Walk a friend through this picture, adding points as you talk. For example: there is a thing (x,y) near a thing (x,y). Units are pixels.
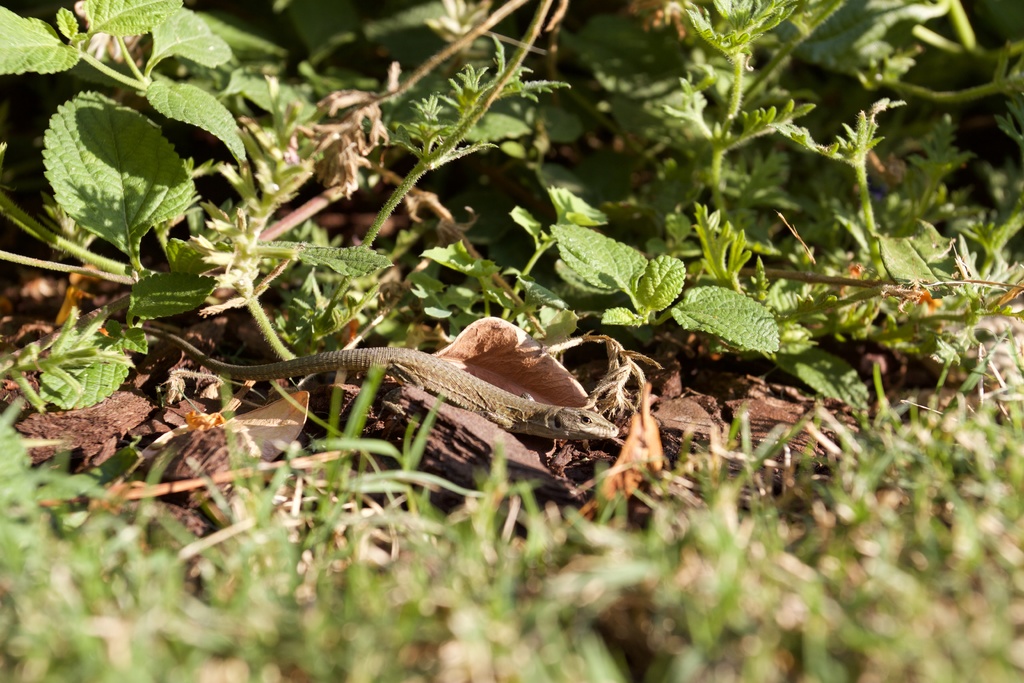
There are small herbs (803,180) and in between them there is a lizard (498,412).
